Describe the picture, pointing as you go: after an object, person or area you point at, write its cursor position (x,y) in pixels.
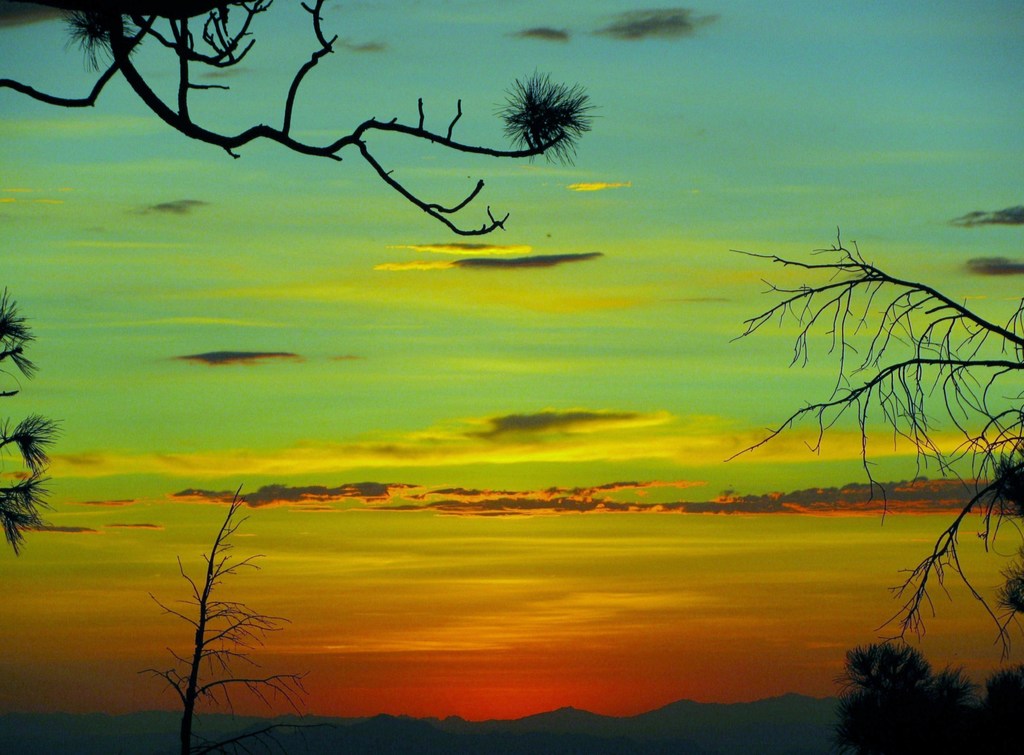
In this image I can see few trees (891,658), mountains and the colorful sky (551,329).
